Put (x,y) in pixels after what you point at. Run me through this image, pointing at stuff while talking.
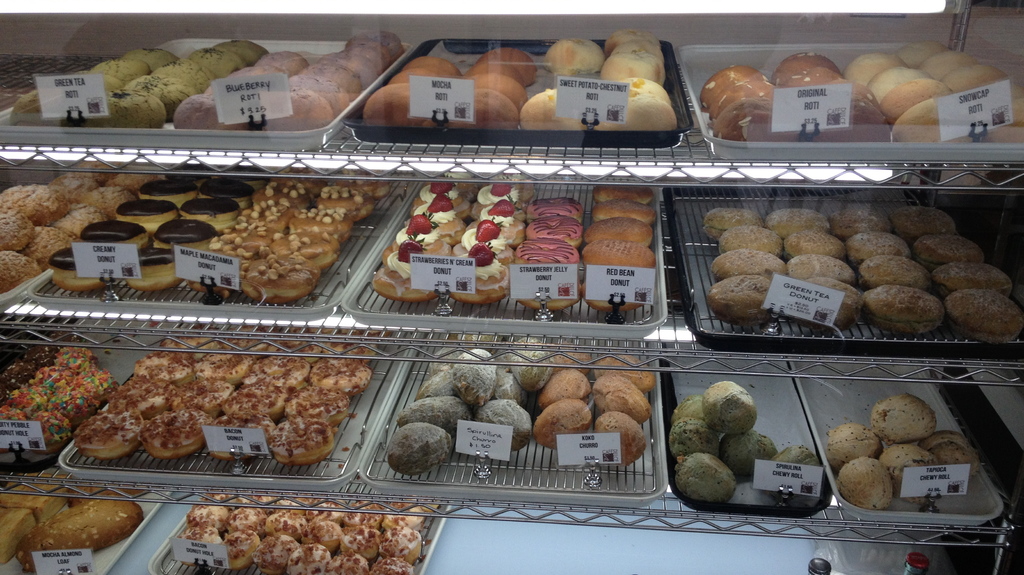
In this image we can see so many baked items (706,103) are arranged with their tag price (44,102) in the rack (634,345).
